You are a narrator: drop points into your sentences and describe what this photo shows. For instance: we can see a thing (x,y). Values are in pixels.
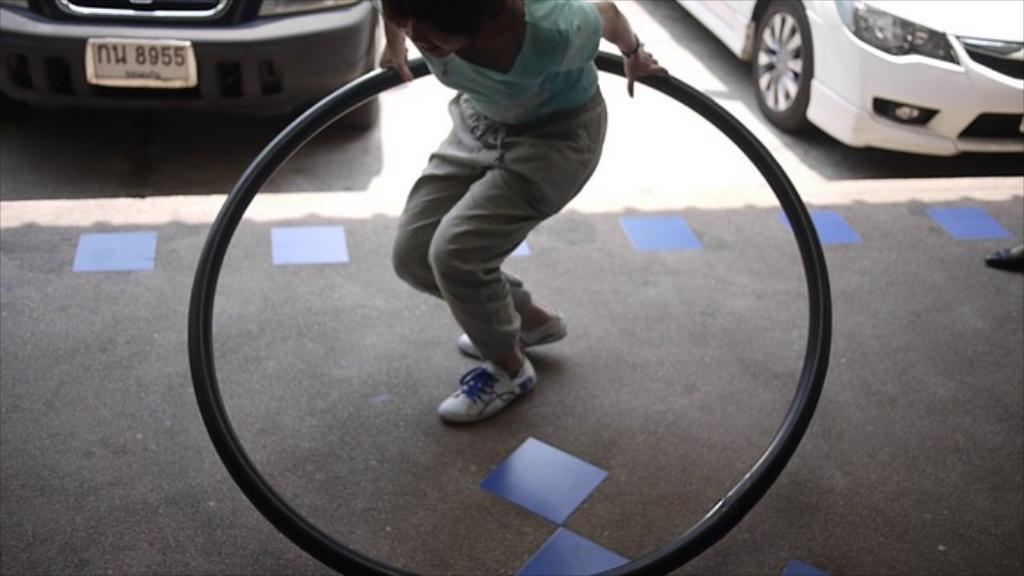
In this image we can see there is a person (530,227) holding an exercise wheel (811,352). And there are cars (825,94) on the road (192,127).
